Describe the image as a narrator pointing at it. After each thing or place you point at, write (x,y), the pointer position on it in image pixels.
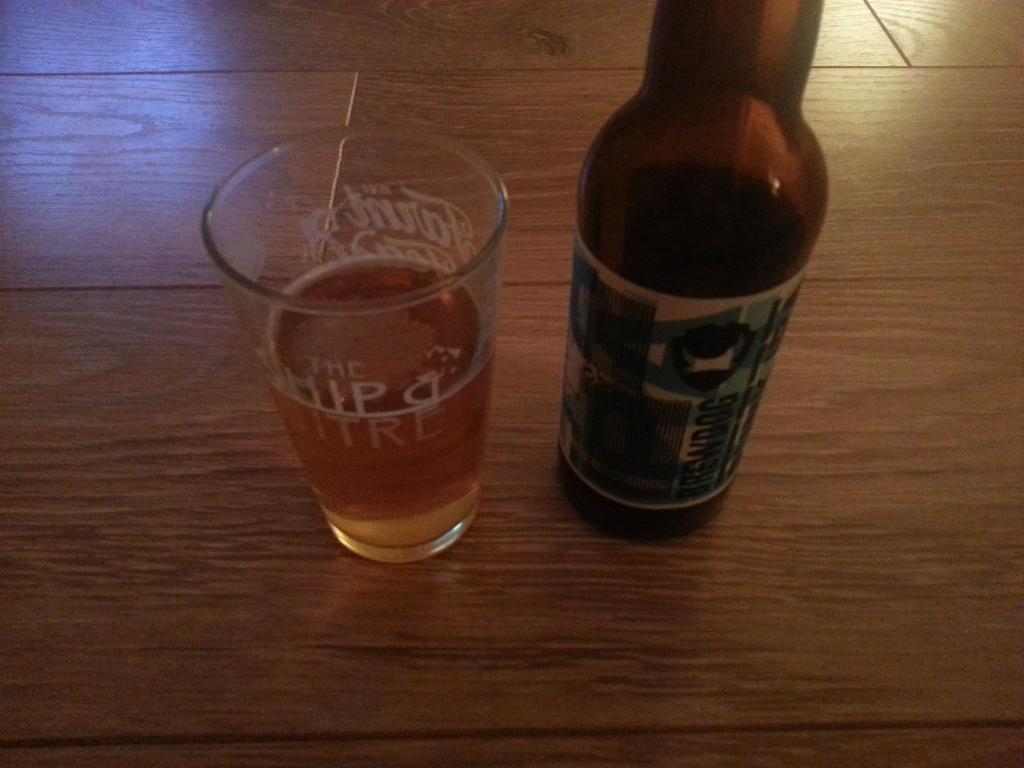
In this image there is a glass (435,457) and a bottle (627,415). Glass (466,492) is filled with the liquid (376,496).
